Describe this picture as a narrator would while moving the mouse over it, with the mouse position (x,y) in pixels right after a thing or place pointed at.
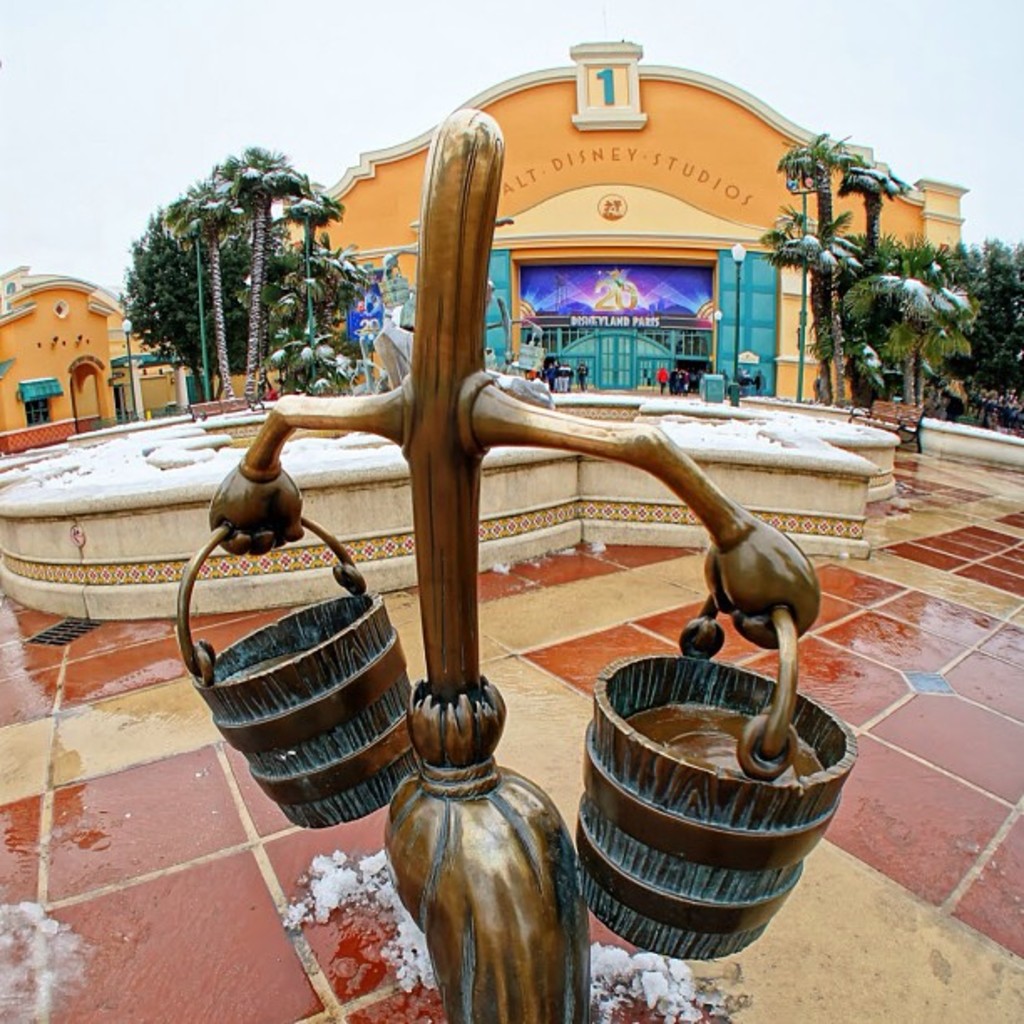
In the background of the image (498,288) there are houses (631,244), trees (821,292). In the center of the image (600,410) there is a fountain (388,471). In the foreground of the image (321,740) there is a structure (477,805) with two buckets (404,728). At the bottom of the image (204,926) there is floor (103,813).
